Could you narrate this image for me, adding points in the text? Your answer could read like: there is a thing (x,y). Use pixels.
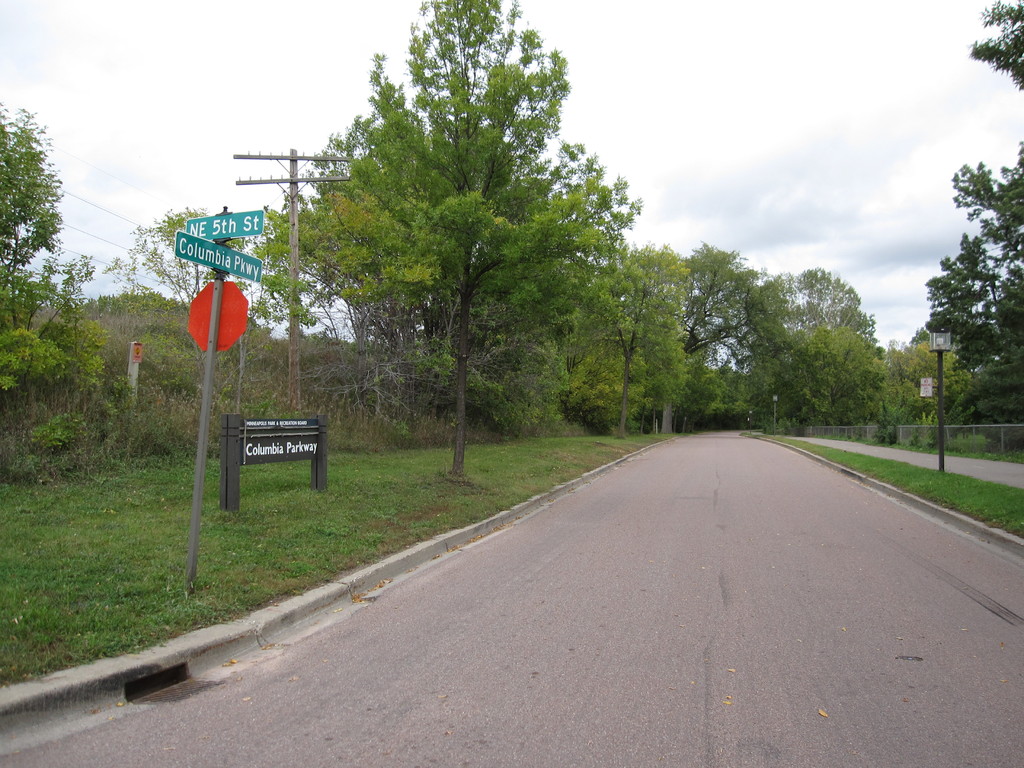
In this image, we can see a road (703,575) in between trees (754,365). There is a sign board (304,423) and pole (297,347) on the left side of the image (292,350). There is an another pole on the right side of the image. In the background of the image (708,86), there is a sky (161,90).
